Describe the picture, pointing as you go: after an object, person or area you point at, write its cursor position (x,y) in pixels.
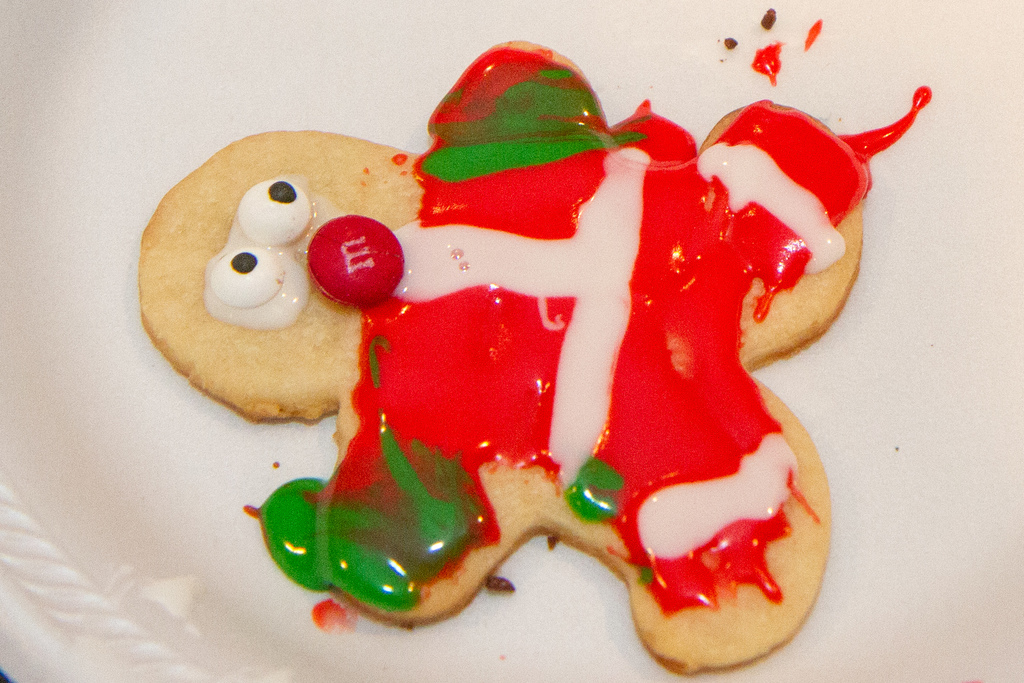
In this picture I can see a food item (466,419) on the white object (12,5).
